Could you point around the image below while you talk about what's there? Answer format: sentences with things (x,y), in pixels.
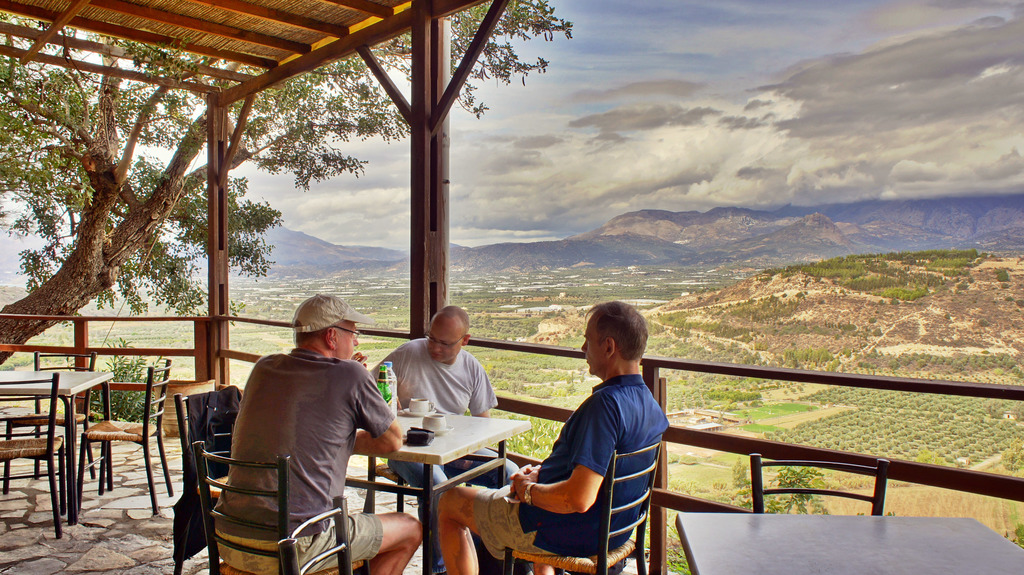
In this image I can see three people (374,438) sitting in-front of the table (479,420). On the table (440,439) there are cups (427,424) and bottles (388,390). In the background (509,160) there are mountains (610,252), sky (587,157) and trees (102,223).
